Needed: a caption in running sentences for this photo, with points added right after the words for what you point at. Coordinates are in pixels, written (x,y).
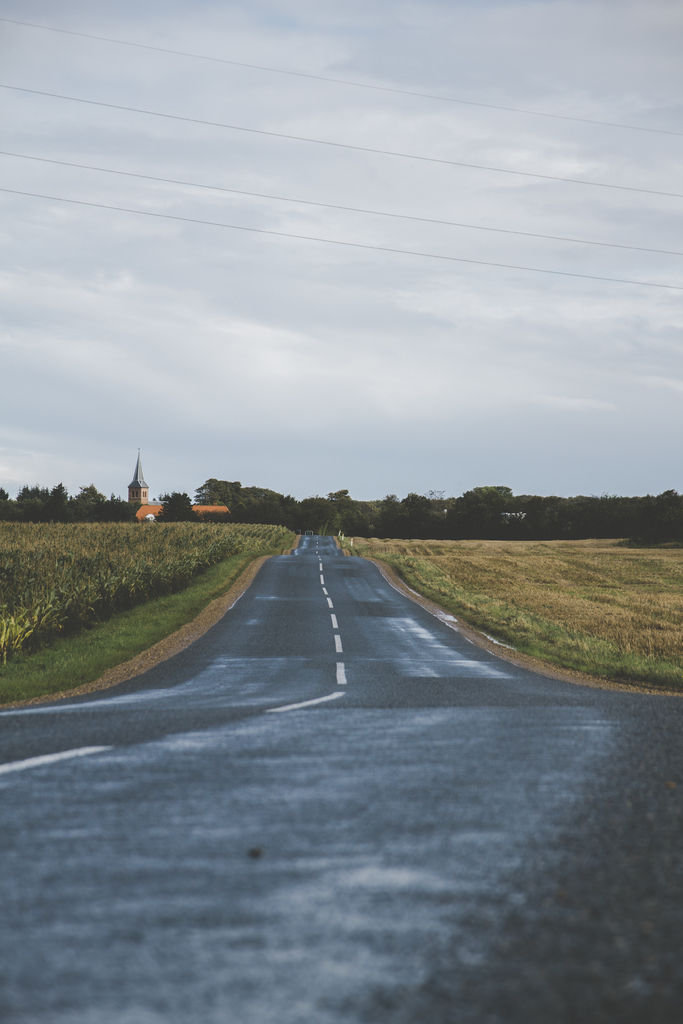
In the image there is a plain road (330,759), on the either side of the road (330,782) there are crops (79,587) and in the background (173,511) there are plenty of trees (250,521), on the left side (221,507) there are two houses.
